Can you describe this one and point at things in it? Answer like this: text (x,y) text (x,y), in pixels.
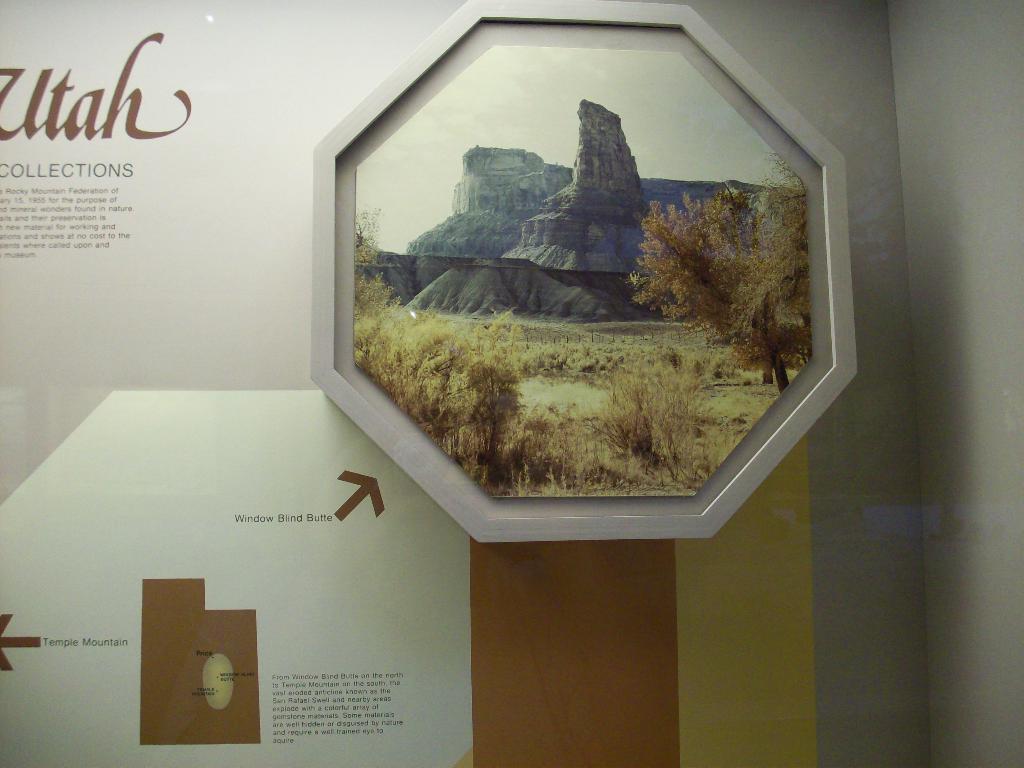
In the picture I can see some text (113,644) on the wall (280,610), I can see a frame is fixed on which we can see trees (504,412), rocks (535,298) and the sky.
